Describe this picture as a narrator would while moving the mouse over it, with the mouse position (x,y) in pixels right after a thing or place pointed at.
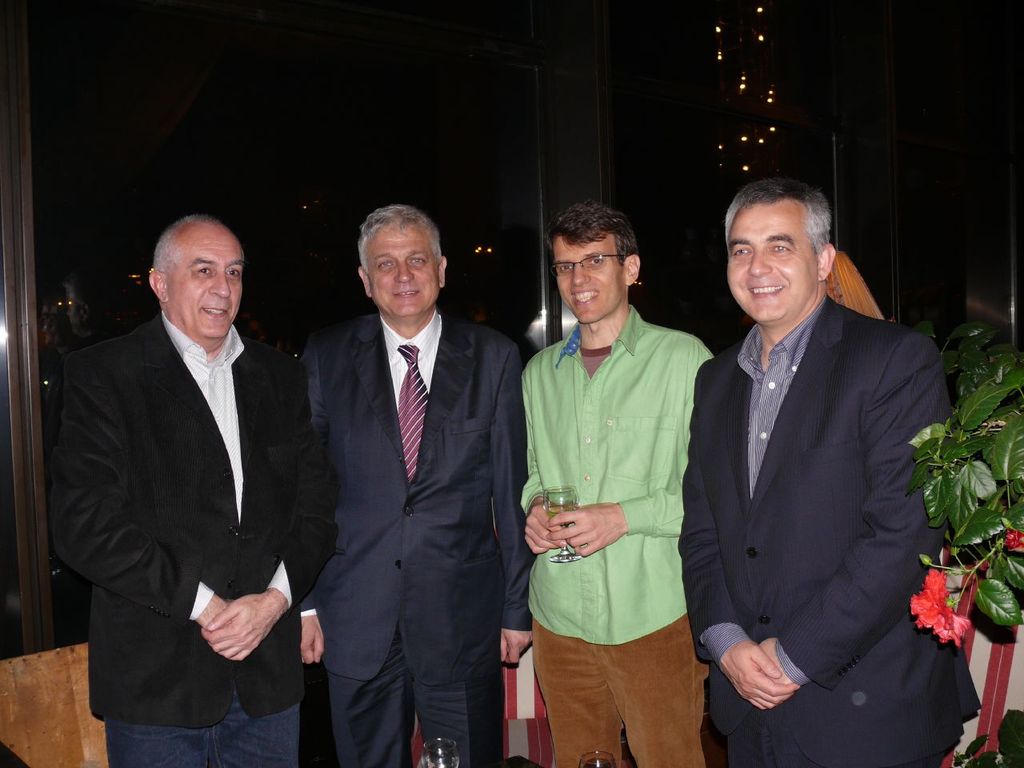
This image consists of four persons (573,418) standing. Three of them are wearing suits (464,558). The man (618,559) wearing shirt (645,540) is holding a glass (574,555). Behind them, there is a sofa (533,698). In the background (443,129), there are glass windows (468,134).
